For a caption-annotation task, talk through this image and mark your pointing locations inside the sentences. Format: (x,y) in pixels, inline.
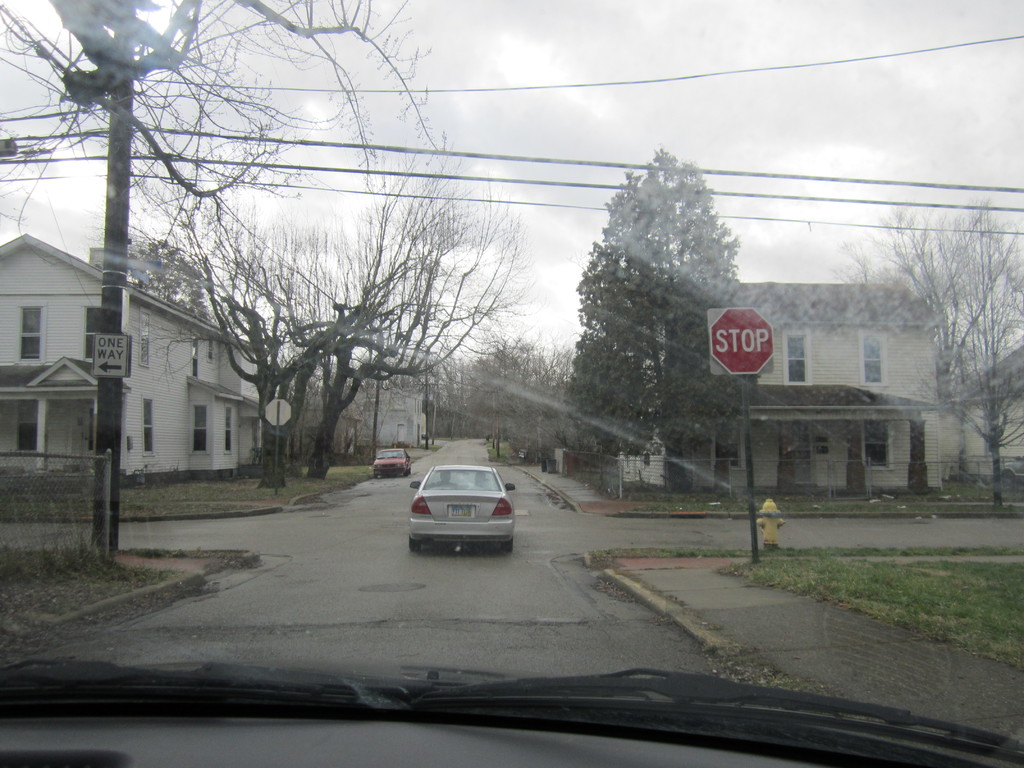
In this picture we can see a transparent glass (205,698). Behind the transparent glass (319,382), there are two vehicles (416,486) on the road (414,472). On the right side of the road (454,442), there is a fire hydrant (763,515), fence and there is a pole (750,442) with a board (744,362) attached to it. On the left side of the road (293,519), there is an electric pole (118,252) with cables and there is another pole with a board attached to it. On the left (230,291) and right side of the image (813,362), there are buildings (63,342) and trees (638,362). At the top of the image (560,79), there is the cloudy sky (642,112).
